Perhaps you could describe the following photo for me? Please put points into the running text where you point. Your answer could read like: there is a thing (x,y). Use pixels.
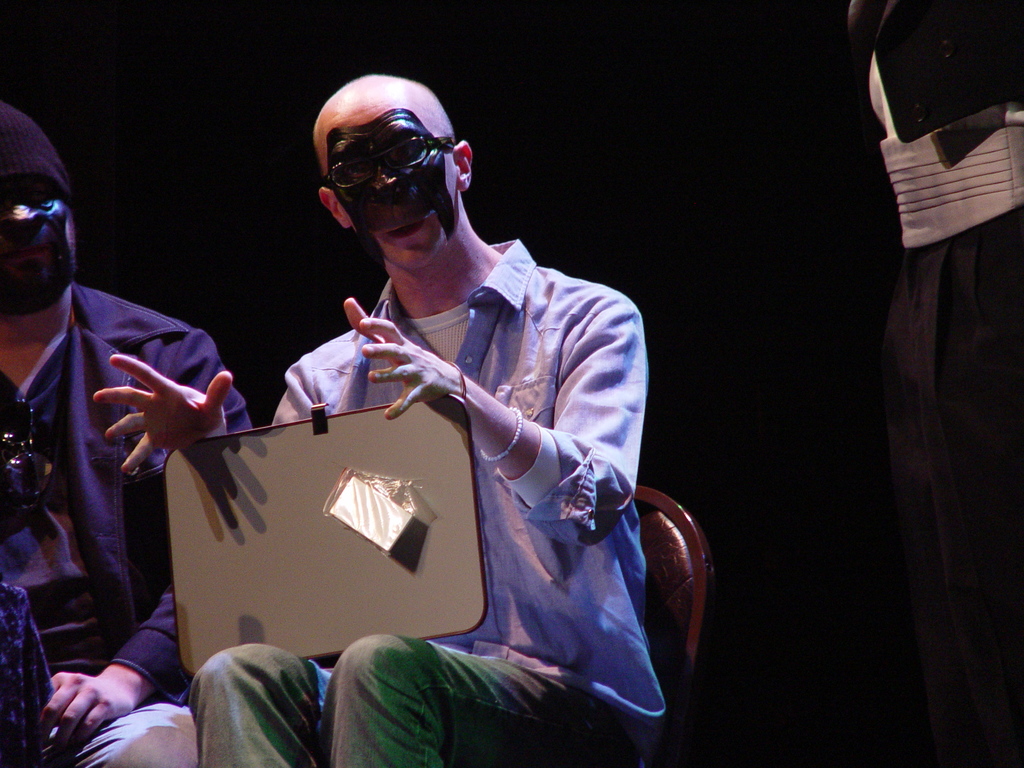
In the foreground of this image (405,565), there is a man (530,635) holding an object (282,526) and wearing a mask (453,217) is sitting on a chair (657,588). Beside him, there is another man (67,542) sitting wearing a mask (27,226). On the right (957,291), there is a person (950,356) standing. In the background (678,58), there is black in color.
